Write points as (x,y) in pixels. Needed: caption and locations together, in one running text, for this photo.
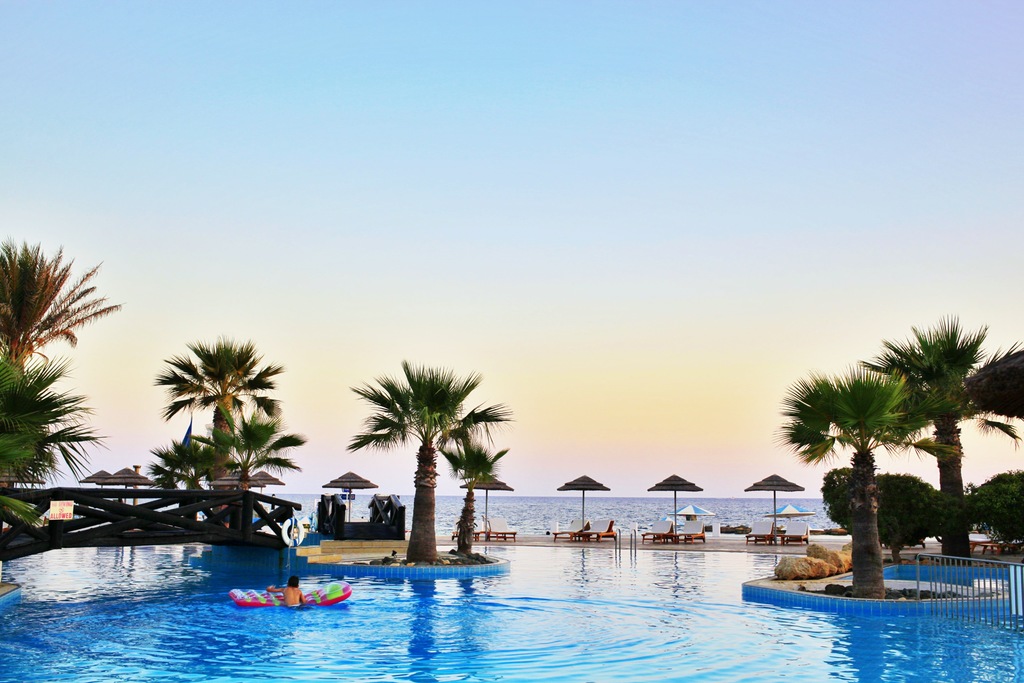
In the background (952,173) we can see the sky (888,211). In this picture we can see swimming pool (248,581), umbrellas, trees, objects (266,602), chairs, bridge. On the right side of the picture (1004,597) we can see railing (942,561). We can see a person (298,601) on an inflatable object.
